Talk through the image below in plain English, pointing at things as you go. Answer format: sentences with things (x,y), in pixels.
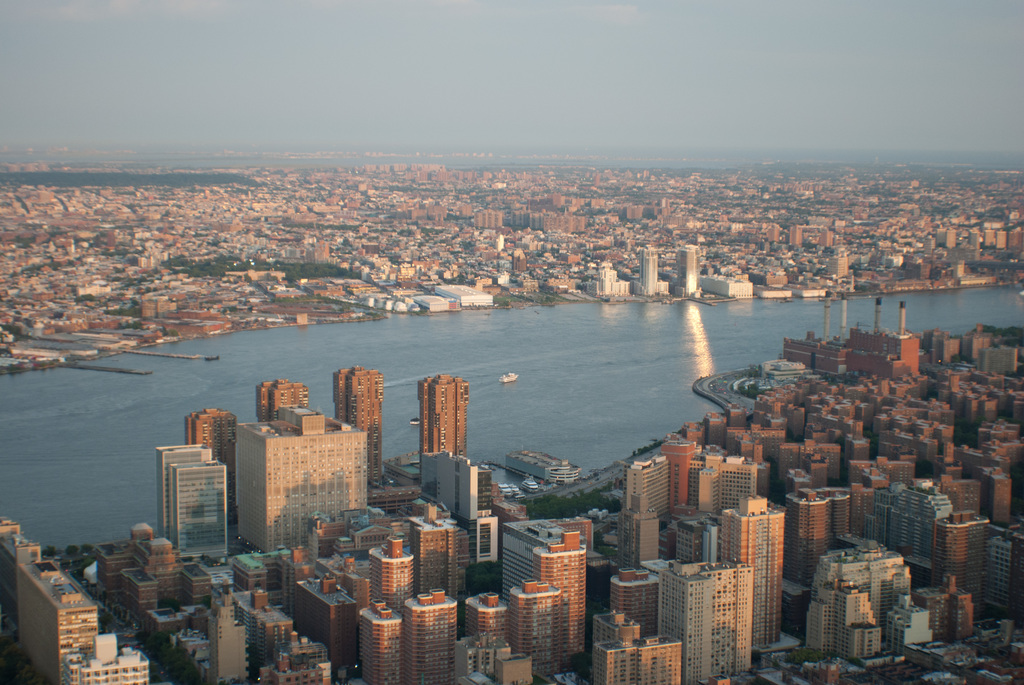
Here we can see water (591,375) and buildings (21,236). In the background (519,138) there is sky (652,92).
